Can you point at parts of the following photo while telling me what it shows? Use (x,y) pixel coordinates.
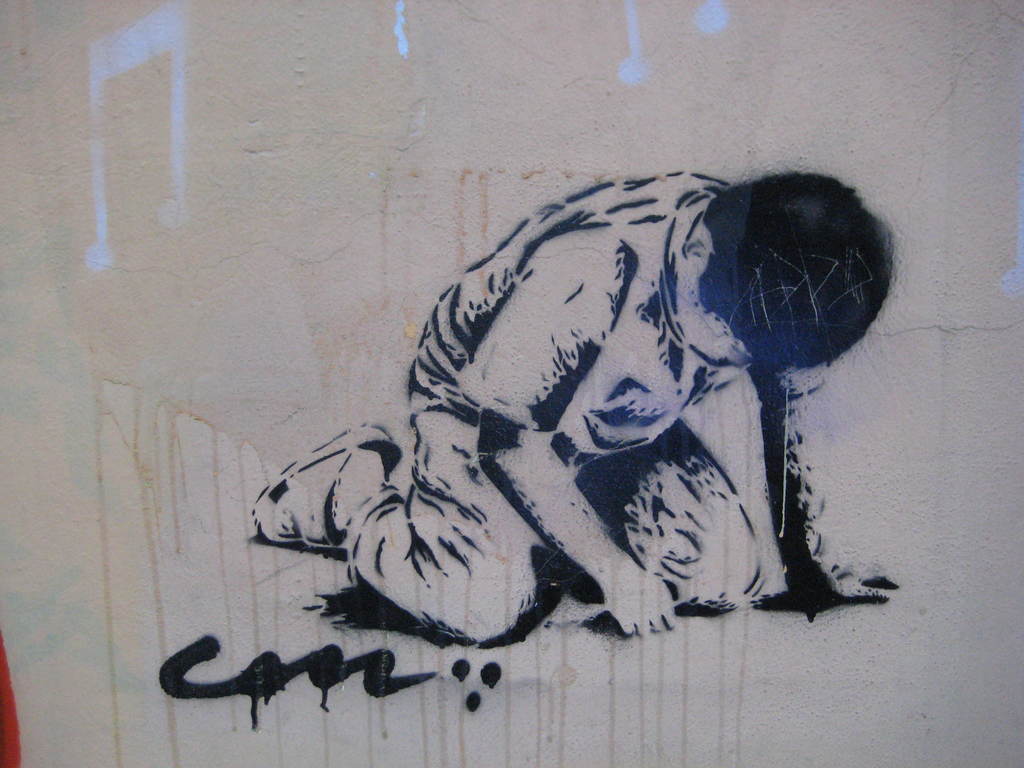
In this picture we can see the wall (168,556) with a painting (498,298) of a person (494,303) and some symbols (184,686) on it.
